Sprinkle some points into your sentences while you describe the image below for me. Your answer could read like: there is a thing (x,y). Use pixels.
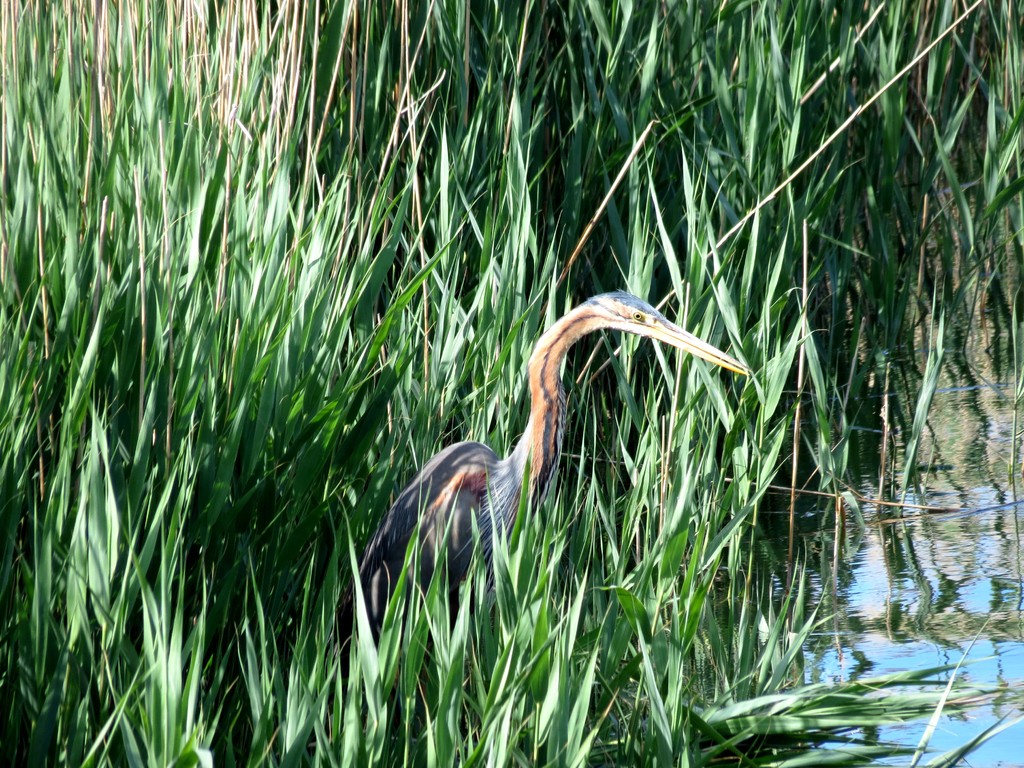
In the foreground (444,645) I can see a bird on the grass (559,556) and water (830,608). This image is taken may be near the lake (1011,632) during a day.
